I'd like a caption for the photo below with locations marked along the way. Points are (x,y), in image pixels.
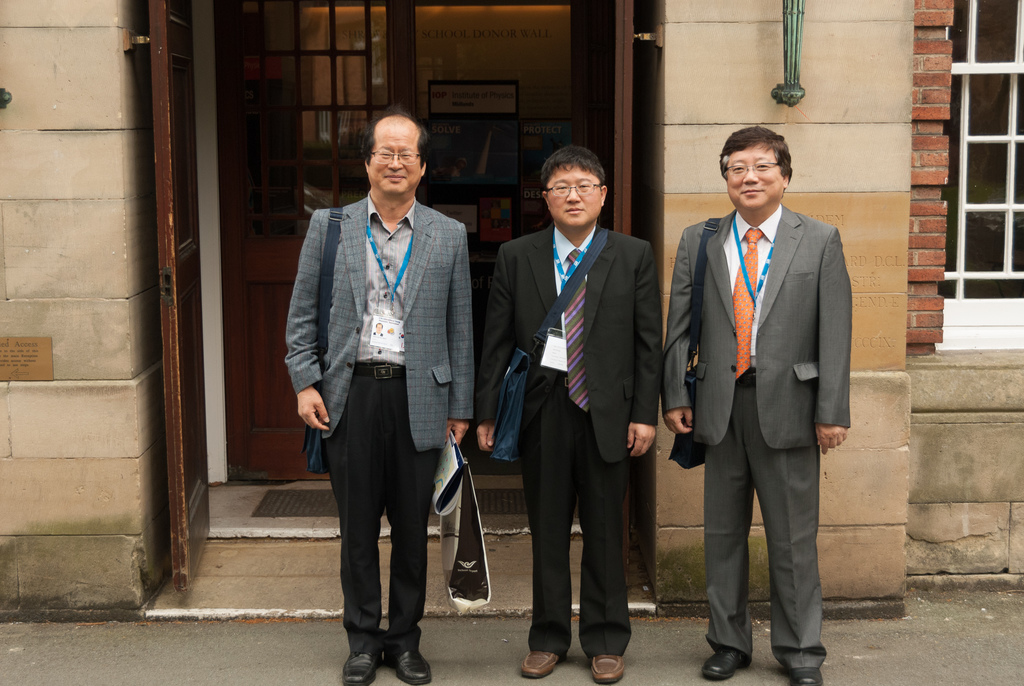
In this image I can see three people (571,423) standing and wearing the different color dresses (593,374). I can see these people (528,443) are wearing the specs (588,185) and also the bags (475,541). In the background (282,55) I can see the building (281,28) with window (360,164) and some boards (432,162) inside the building (927,246).
